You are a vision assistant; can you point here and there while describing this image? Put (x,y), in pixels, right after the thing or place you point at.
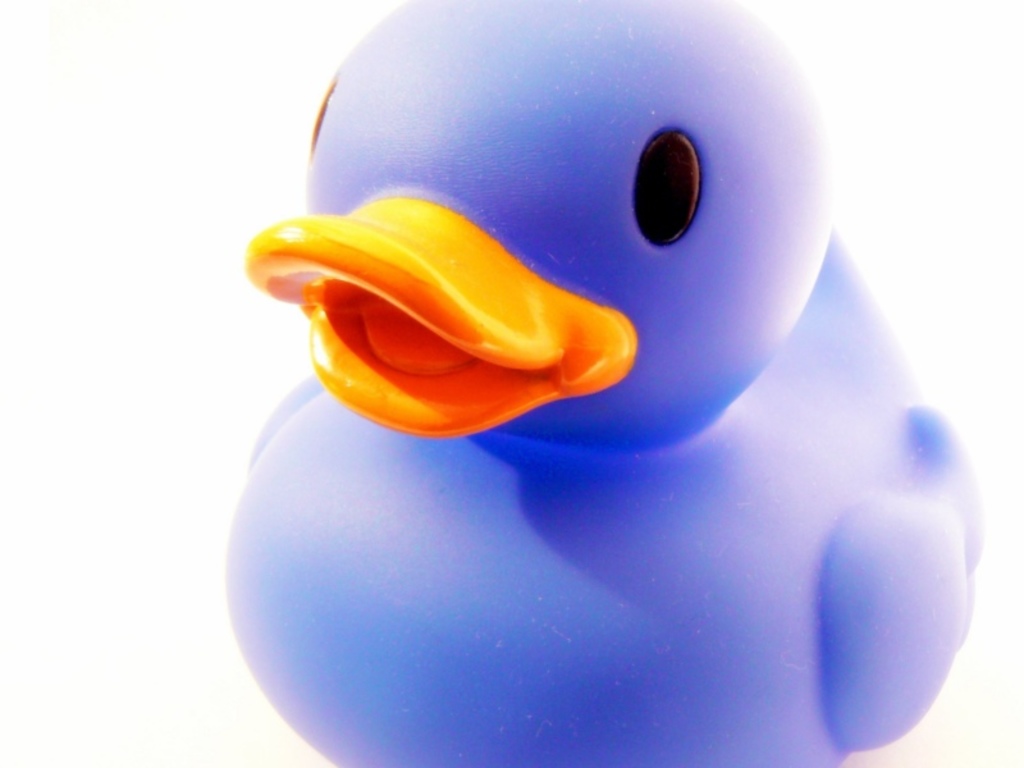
In this image, we can see a duck toy (598,481).
